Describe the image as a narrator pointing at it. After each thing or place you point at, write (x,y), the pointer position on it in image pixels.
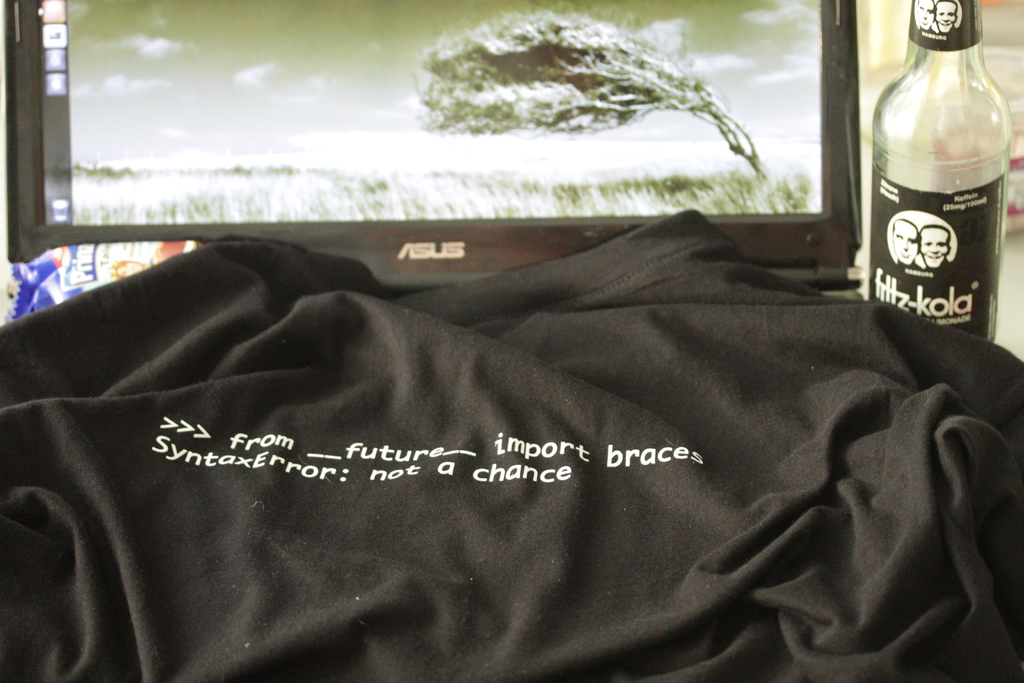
In this image I can see a t-shirt (97,668), a bottle (978,34) and a monitor (277,201).
